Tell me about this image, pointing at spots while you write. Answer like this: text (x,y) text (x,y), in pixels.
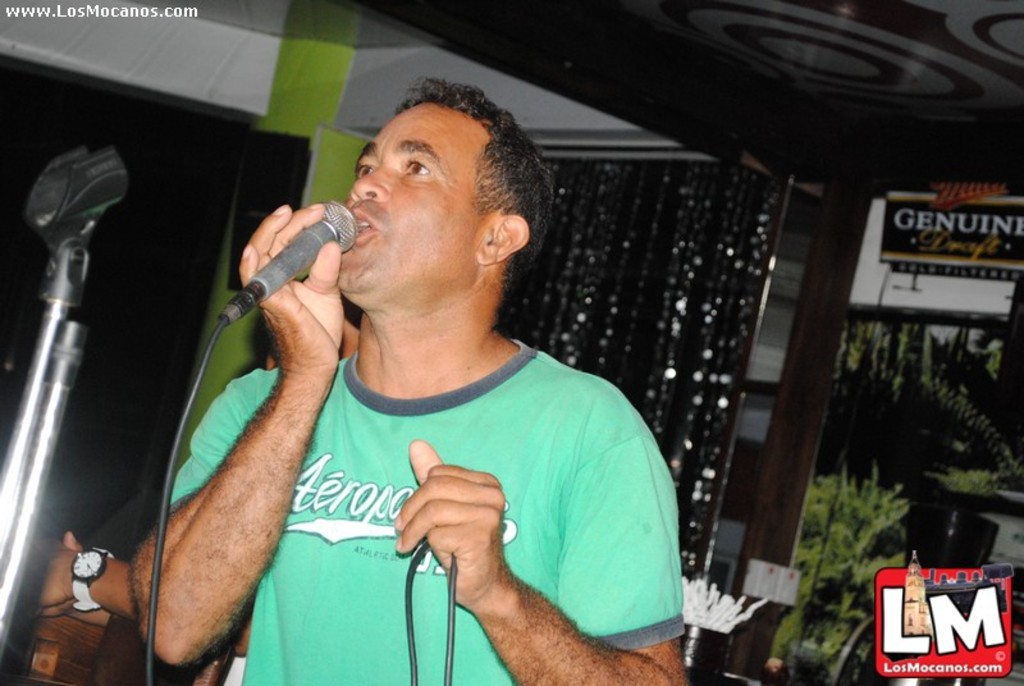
In the above pictures the person (386,276) is standing and singing holding a mic (279,278) in his right hand (313,223) and in the left hand (433,519) he is holding a wire (453,607). The mic stand (88,212) is in front of him and in the back ground (524,290) there is decorative curtain (666,280) and decorative design ceiling (814,65) and there is person (349,338) at the back of him having a black colored t shirt (120,531) and having a wrist watch (87,568) on his hand (94,573). There is green colored wall (303,110) at the back of him.
